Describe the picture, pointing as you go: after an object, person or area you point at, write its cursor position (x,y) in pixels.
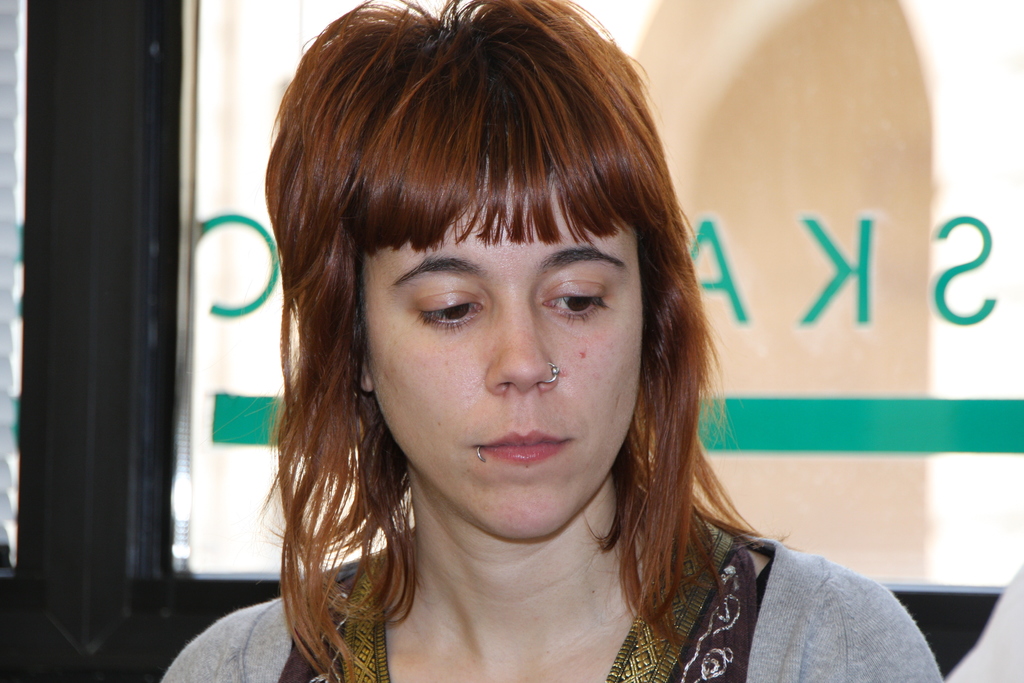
In this image we can see one woman (476,466) in the middle of the image (476,366), one white object (1009,668) in the bottom right side (995,677) corner of the image, one black object (91,291) looks like a wooden wall (112,630) in the background (102,640), one white object (14,323) on the left side of the image (10,362), it looks like a screen (982,450) with text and an image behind the woman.
